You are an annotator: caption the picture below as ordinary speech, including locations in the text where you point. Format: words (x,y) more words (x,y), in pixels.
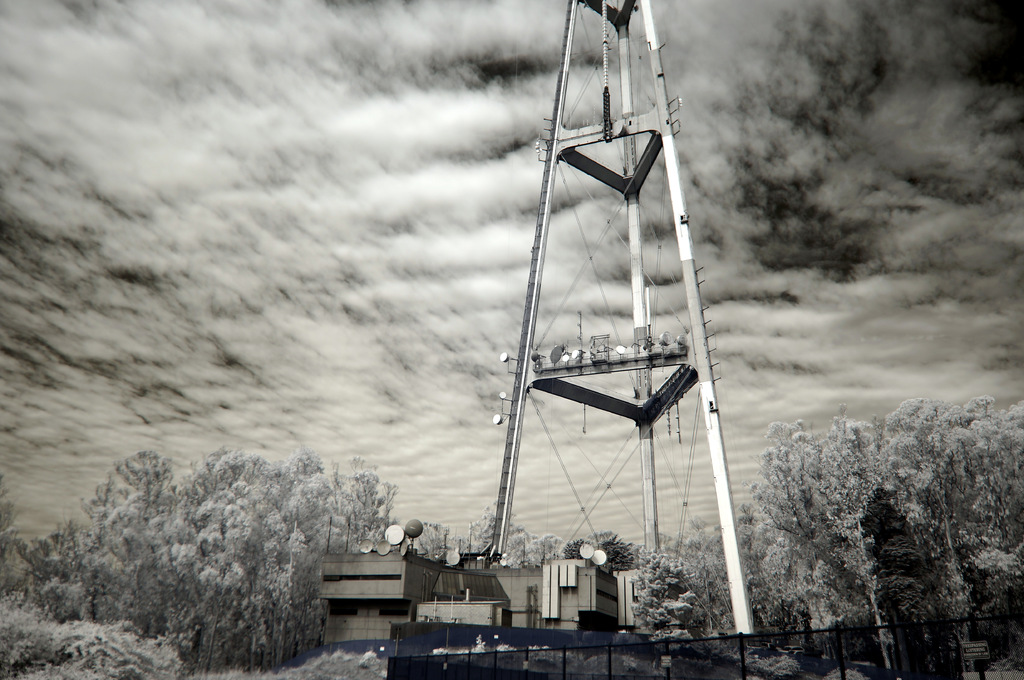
In this picture there is a tower (591,365) and there is a building (498,564) below it and there are few trees (269,558) on either sides of it and there is a fence (845,670) in the right corner (923,661) and the sky (442,208) is cloudy.
